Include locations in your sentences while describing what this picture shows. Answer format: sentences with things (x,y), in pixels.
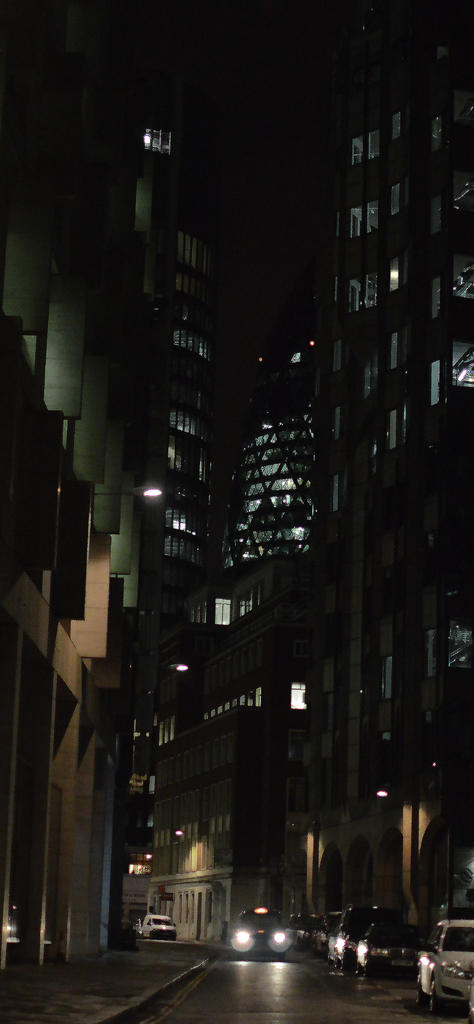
In this picture we can see vehicles (282,950) on the road (223,999), footpath (113,964), buildings (257,785) with windows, lights (138,492) and in the background (227,204) it is dark.
